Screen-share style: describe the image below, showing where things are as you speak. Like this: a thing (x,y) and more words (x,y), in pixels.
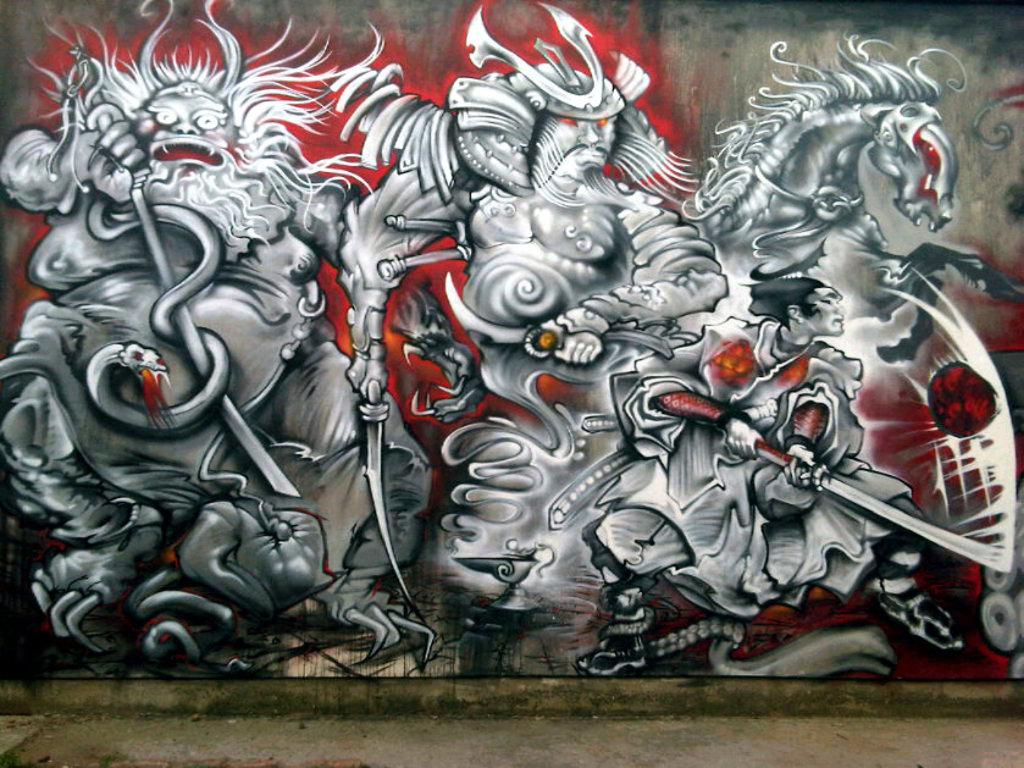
In this image we can see painting (600,308) on the wall (555,351).
